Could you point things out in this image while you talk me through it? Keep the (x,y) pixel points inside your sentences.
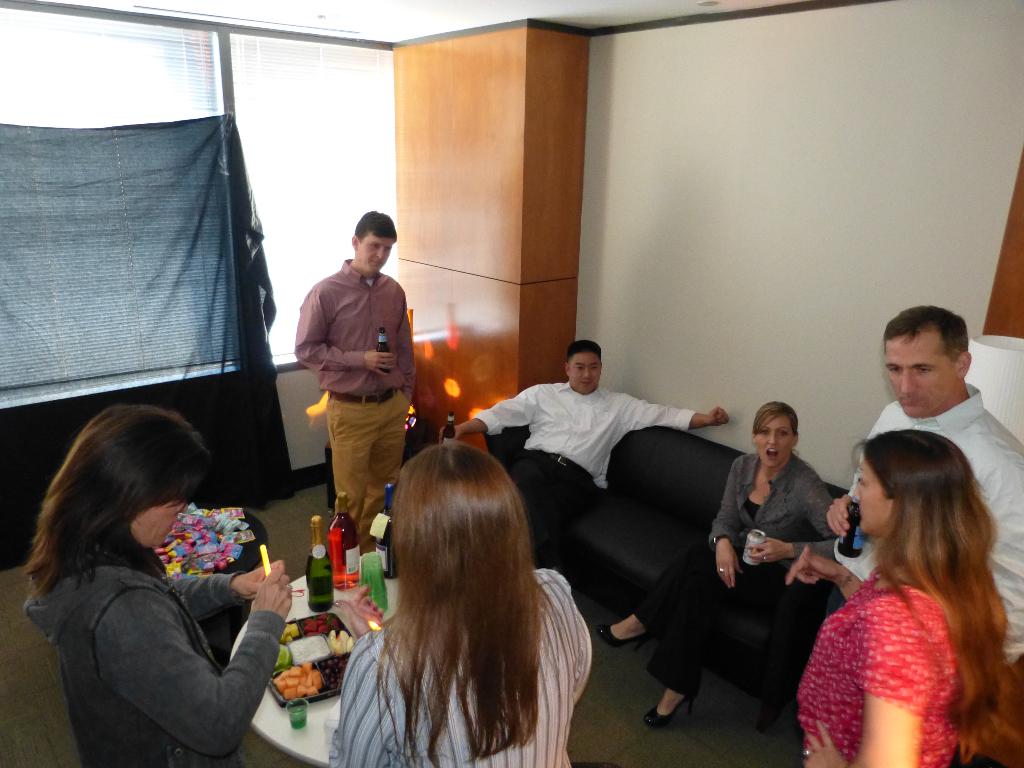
These persons (229,716) are standing and this two persons (588,429) are sitting on a black couch (706,492). This woman (757,490) is holding a tin (758,557). This two persons (372,348) are holding bottles (851,533). On this table (310,711) there are bottles (327,549), tray (323,643) with fruits (287,678) and glass (294,712). This is black cloth (181,388) on window (172,99).
